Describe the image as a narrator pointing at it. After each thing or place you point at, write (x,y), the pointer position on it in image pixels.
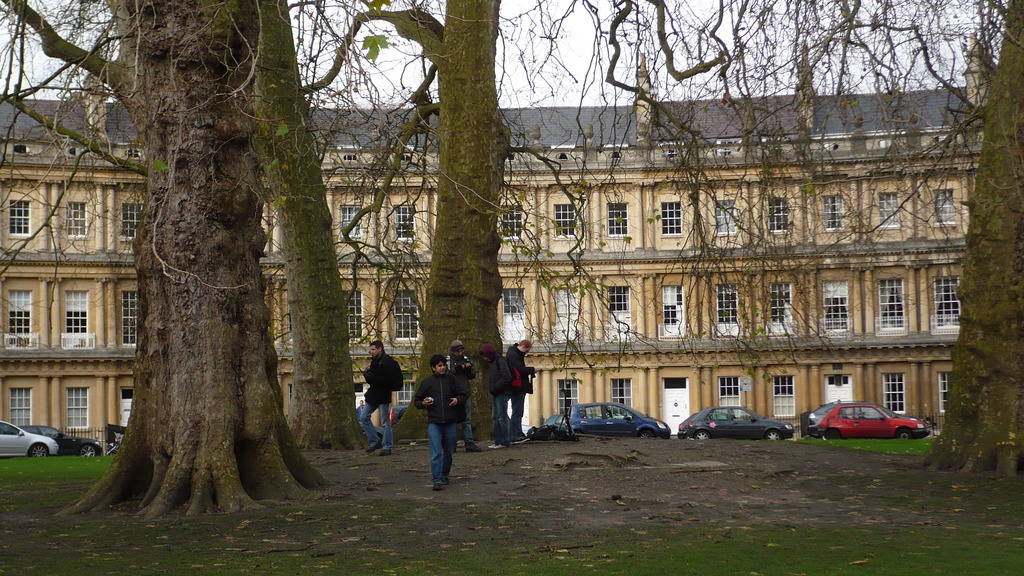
This picture describes about group of people (444,422), they are standing under the trees (421,333), behind to them we can find few vehicles (604,432) and a building (757,273).
